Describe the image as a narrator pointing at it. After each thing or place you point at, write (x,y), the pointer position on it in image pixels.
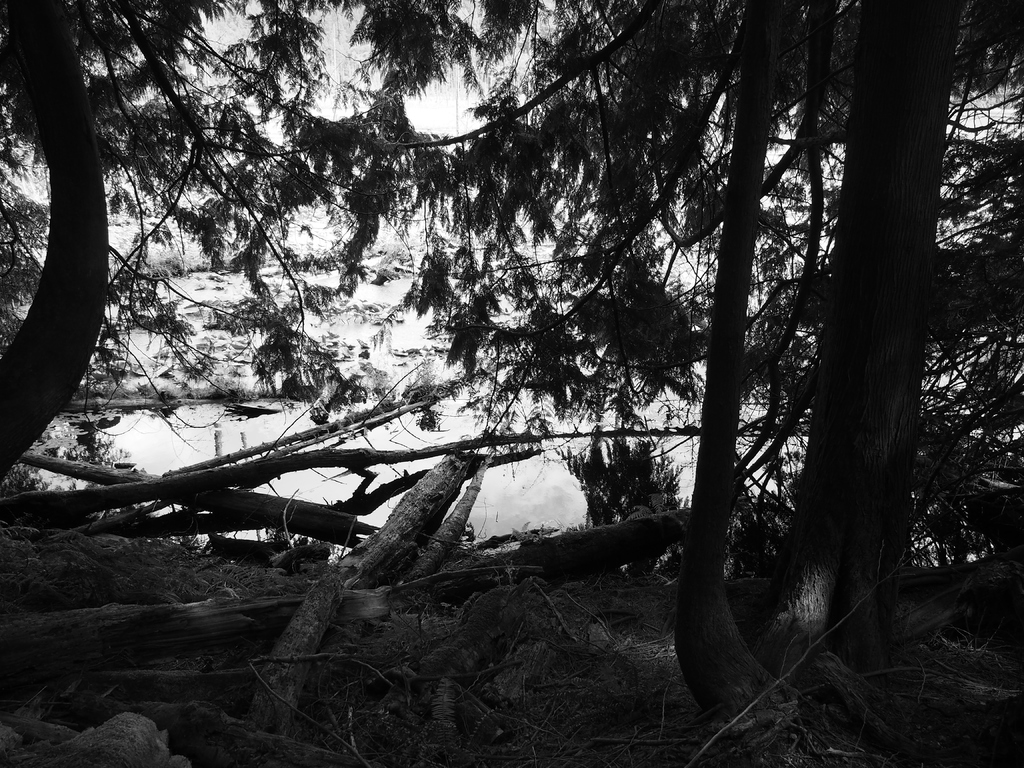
This is a black and white image. In this image there are trees (693,390). At the bottom (422,582) there are logs (193,702). In the background (406,369) there is water (445,360) and sky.
